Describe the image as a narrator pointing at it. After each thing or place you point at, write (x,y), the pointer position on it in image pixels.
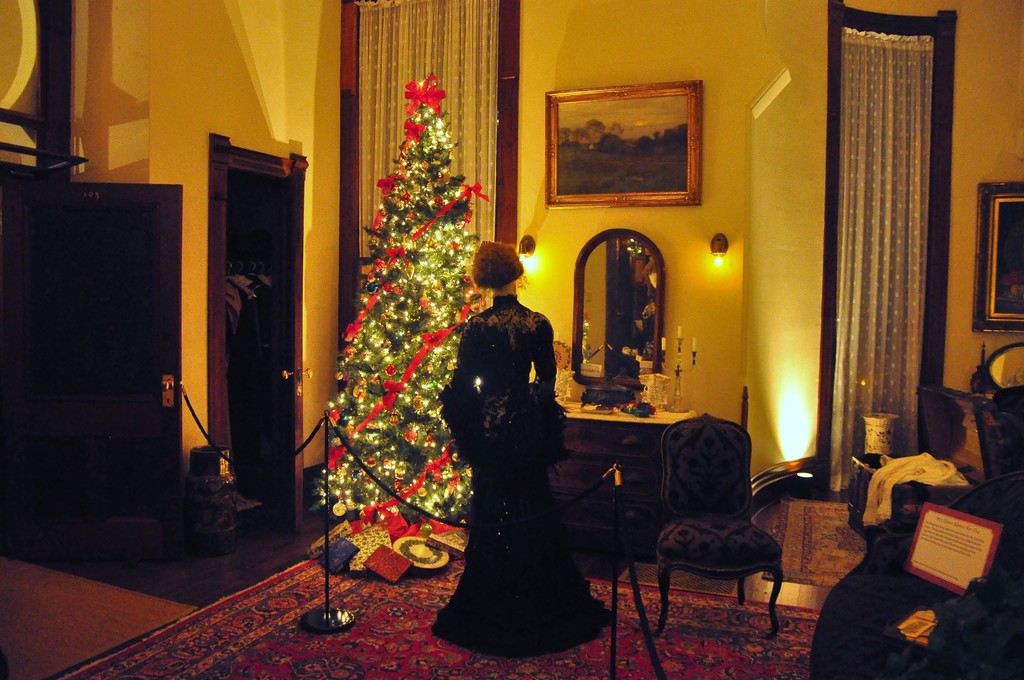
This Image is clicked in a room (654,265). There is a Christmas tree (425,484) in the middle (425,446) and a person (539,498) is standing near the mirror (624,262). There is a photo frame (658,160) on the wall (679,210). There are lights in the middle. There is a curtain (882,261) on the right side (885,355) and a photo frame (984,292) on the right side (993,326). There are clothes (938,470) in the bottom right corner (872,504). There is a chair (769,557) in the middle (676,437). Christmas tree (446,442) is in green and red color.
